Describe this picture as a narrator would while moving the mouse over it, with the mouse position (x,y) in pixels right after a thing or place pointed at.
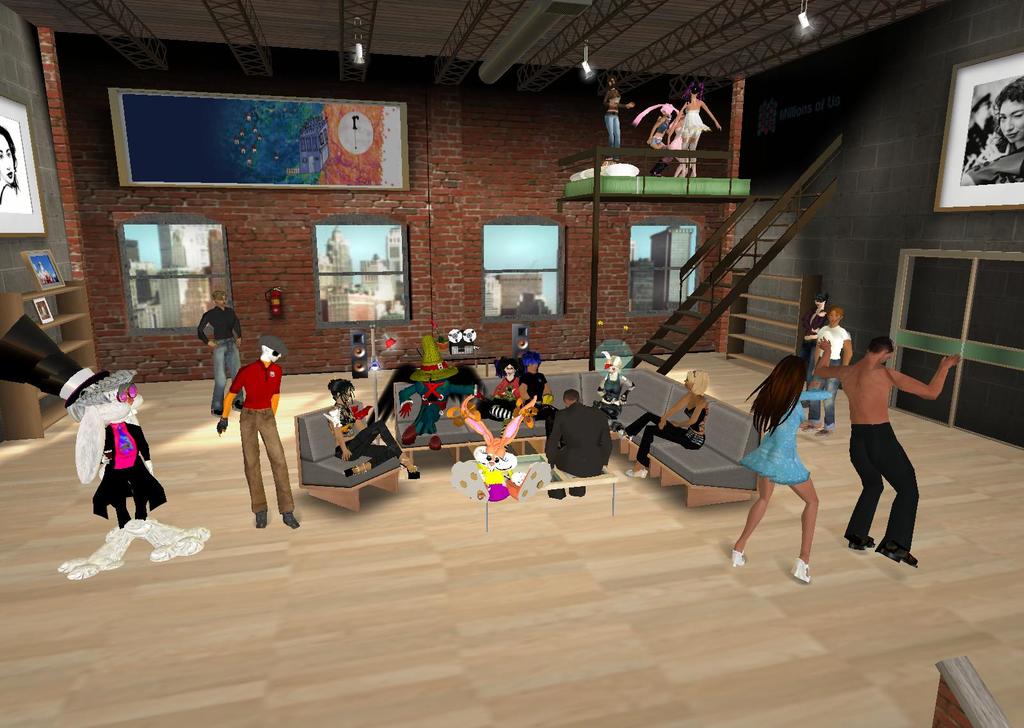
In this picture I can see an animated image, on which few people (255,422) are inside of the house (969,328).
